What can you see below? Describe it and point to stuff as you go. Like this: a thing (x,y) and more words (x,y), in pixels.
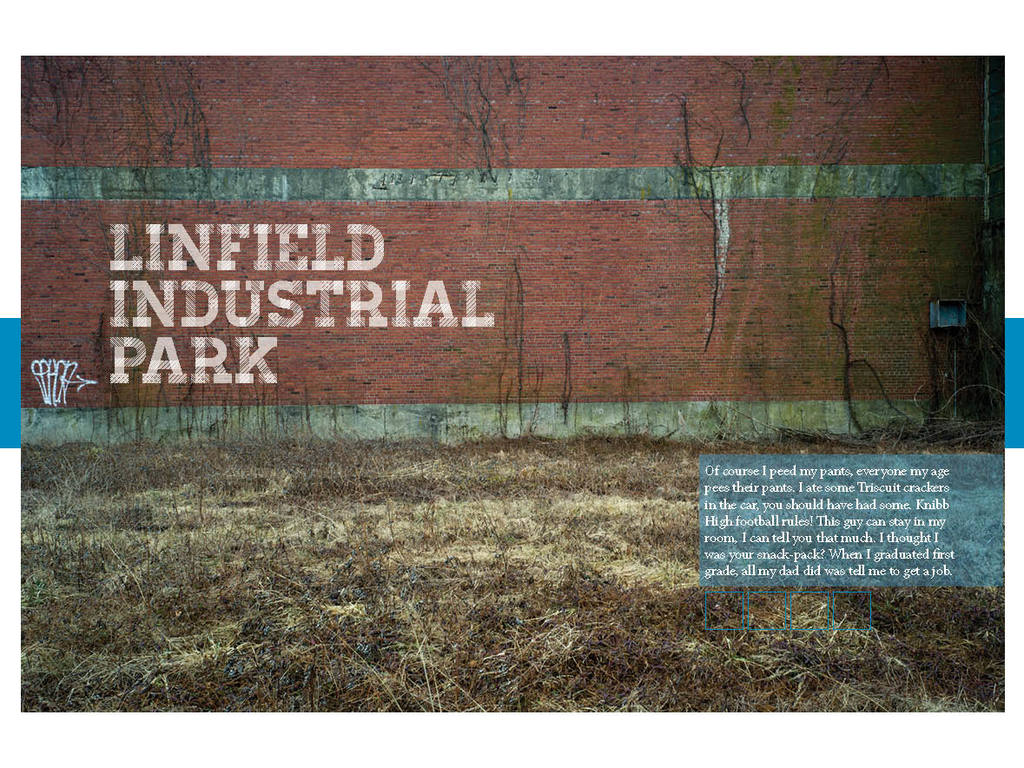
This image consists of a wall (573,274) on which we can see a text (370,322). At the bottom (567,647), there is dry grass (671,644) on the ground (807,682).
